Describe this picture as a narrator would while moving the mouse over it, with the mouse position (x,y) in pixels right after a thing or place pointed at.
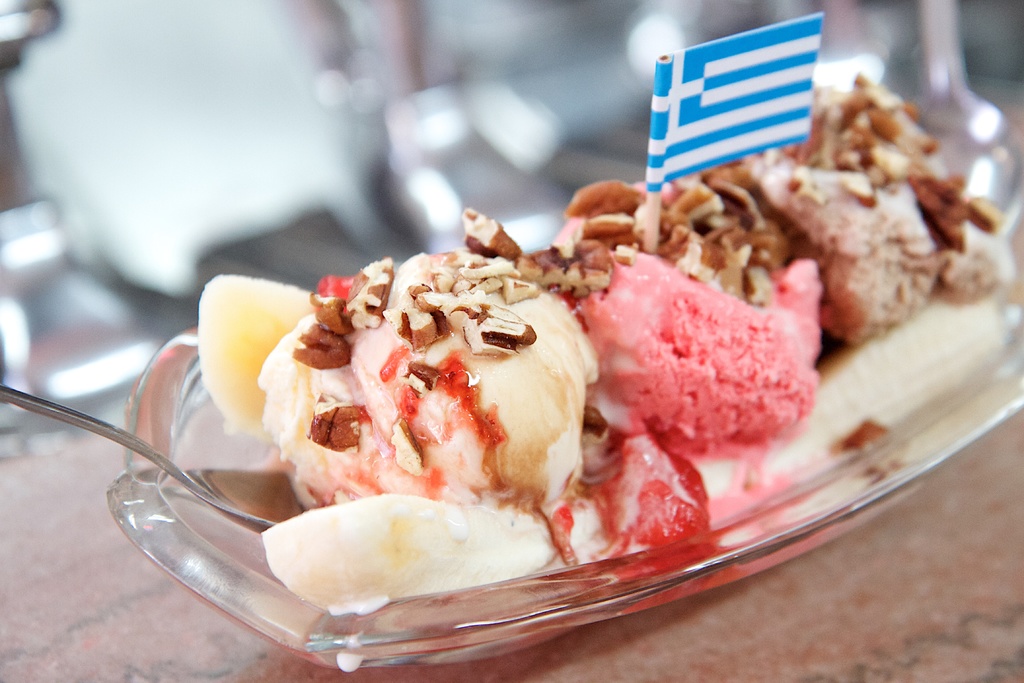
In this image we can see a dessert (537,382) and spoon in a bowl (470,606) placed on the table (765,668).
